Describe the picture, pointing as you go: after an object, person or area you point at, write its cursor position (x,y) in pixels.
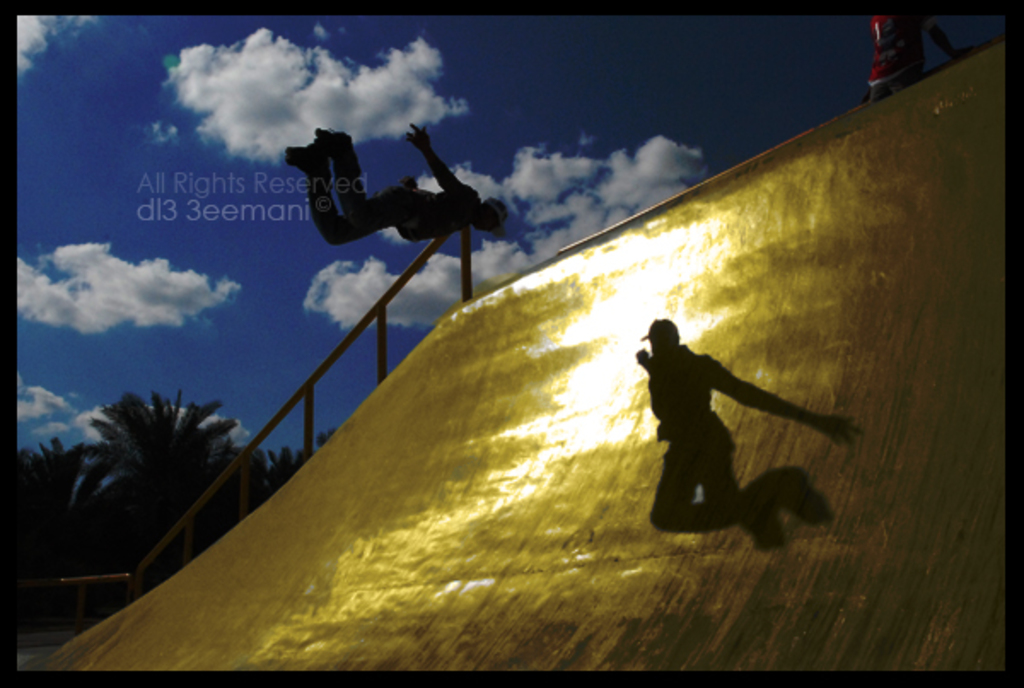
In this picture, we can see a slide (455,353), and a few people (917,27), we can see some objects (876,29) on the right side of the picture (934,35), we can see railing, trees (170,441), and the sky (176,167) with clouds (240,152), and some text (291,192).
